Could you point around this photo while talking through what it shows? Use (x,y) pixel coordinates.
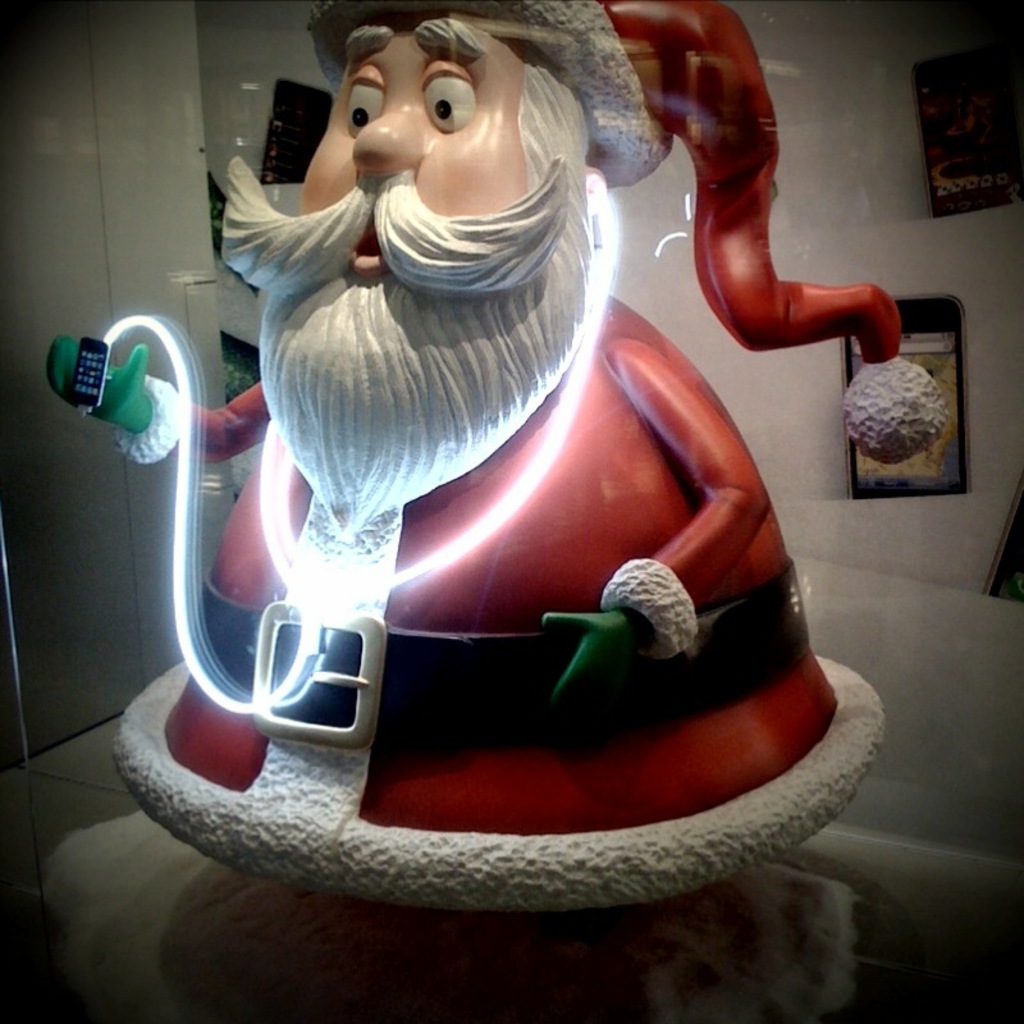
In this image I can see the toy santa (429,453) is holding the mobile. I can see few mobiles (902,471) on the white color surface (815,233).
